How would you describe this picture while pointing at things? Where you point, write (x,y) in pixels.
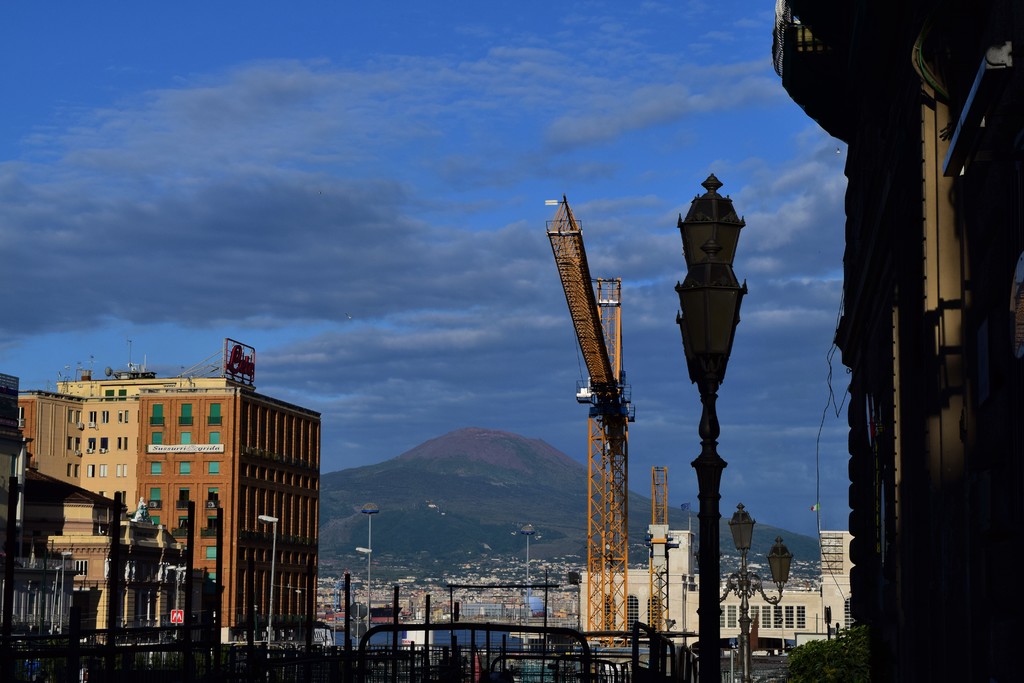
In this picture I can see number of buildings (979,39) and light poles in front and in the background (468,494) I can see the mountains (523,523) and I can see the sky (384,182) which is a bit cloudy.
